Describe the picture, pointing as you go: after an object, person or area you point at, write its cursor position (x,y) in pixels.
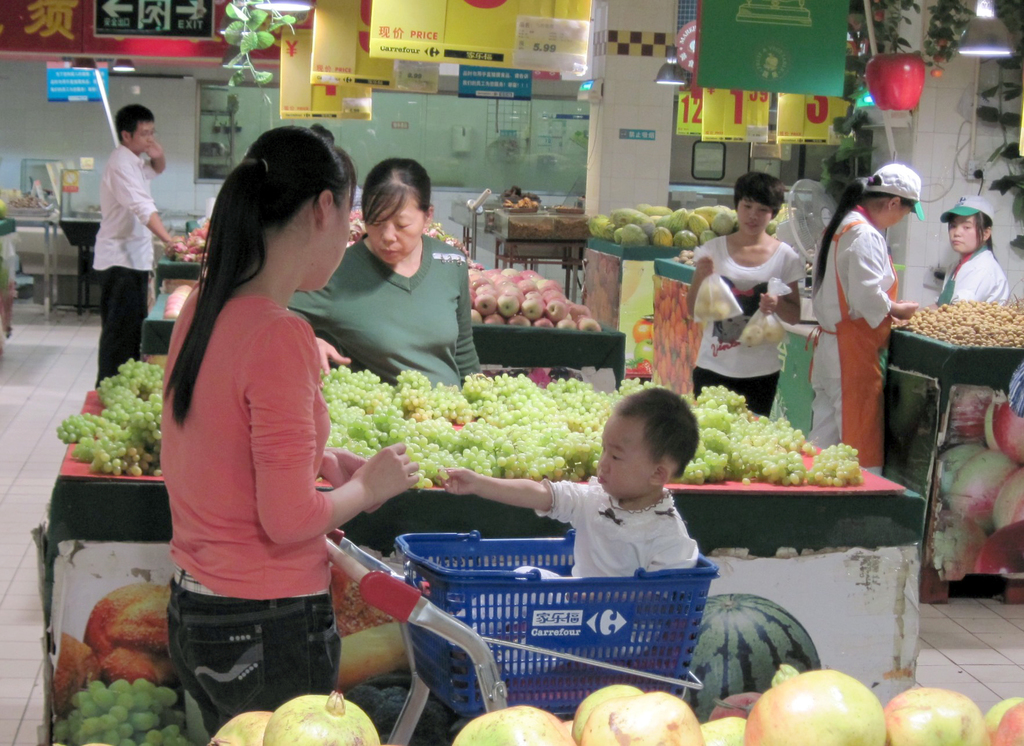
In this image I can see it looks like a store (916,451), a woman (378,478) is there, she wore t-shirt (244,561), trouser (291,633). In the middle (592,457) there are grapes (579,451). At the bottom (836,736) there are pomegranates (641,714). On the right side (854,365) there are storekeepers (868,366), at the top (426,33) there are boards (409,58) with the numbers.
